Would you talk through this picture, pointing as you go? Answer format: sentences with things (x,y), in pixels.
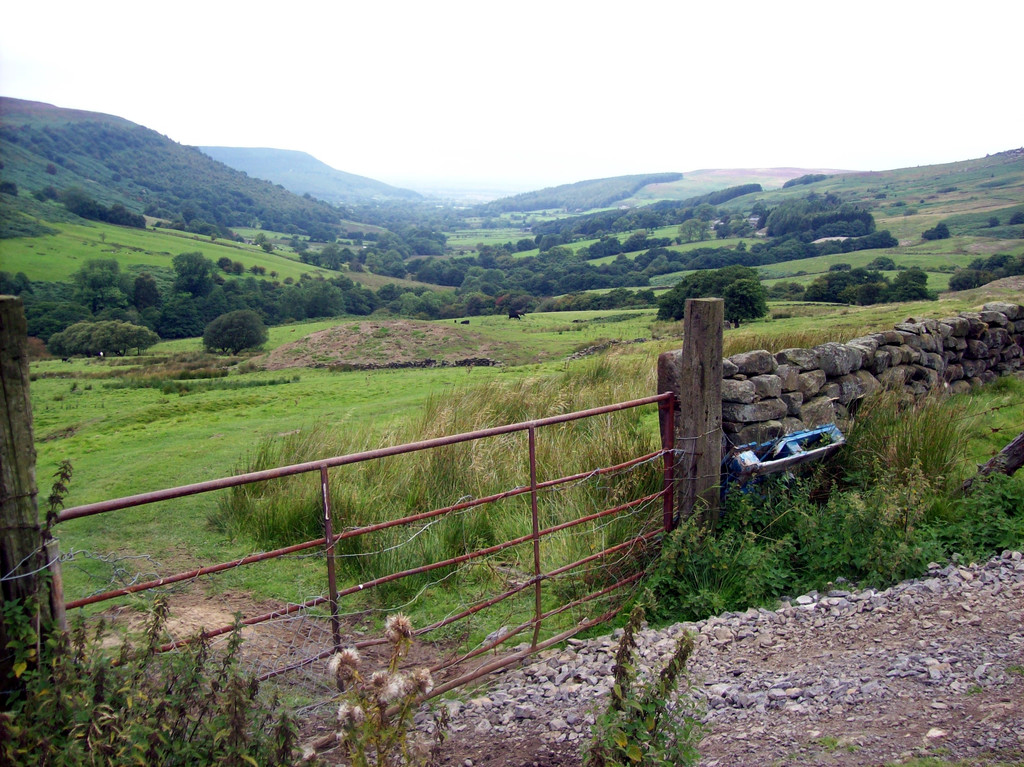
In this image we can see the stone wall (795,415), there are some wooden poles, trees (201,319), grass (353,477), plants (173,726), stones (450,715), fence (368,585) and mountains (338,208), in the background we can see the sky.
